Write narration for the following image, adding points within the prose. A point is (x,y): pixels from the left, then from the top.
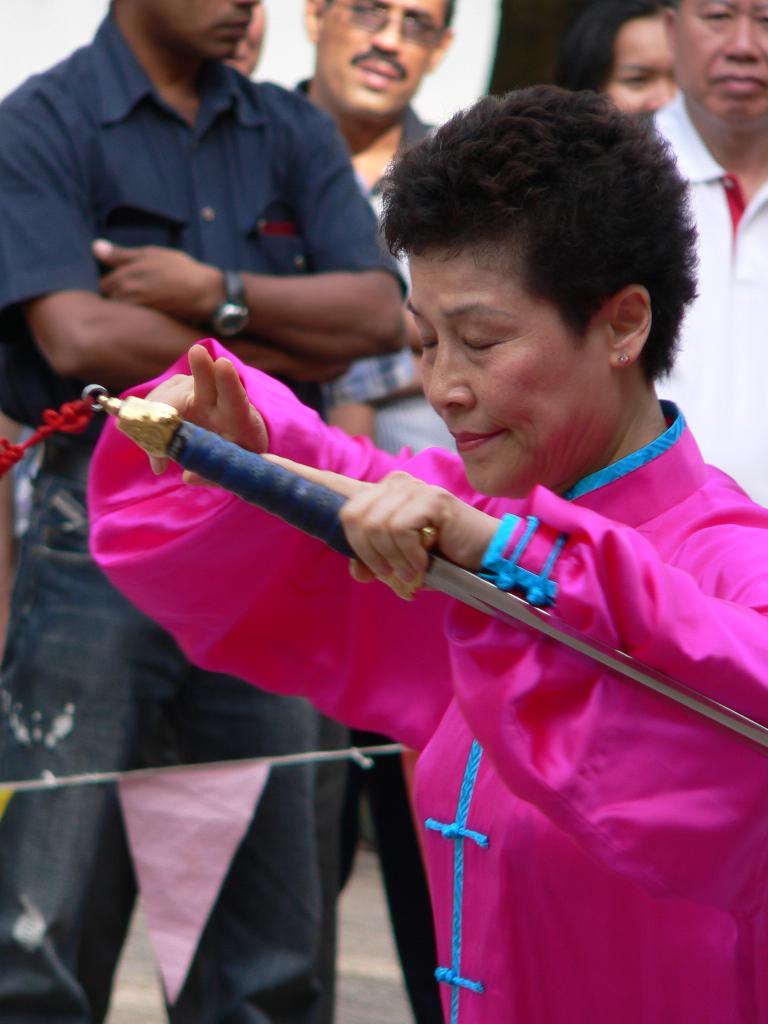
This image consists of a woman (563,663) wearing a pink dress (545,602) and holding a sword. In the background (715,11), there are few people (344,361) standing. At the bottom (166,853), we can see a paper flag (195,873).
